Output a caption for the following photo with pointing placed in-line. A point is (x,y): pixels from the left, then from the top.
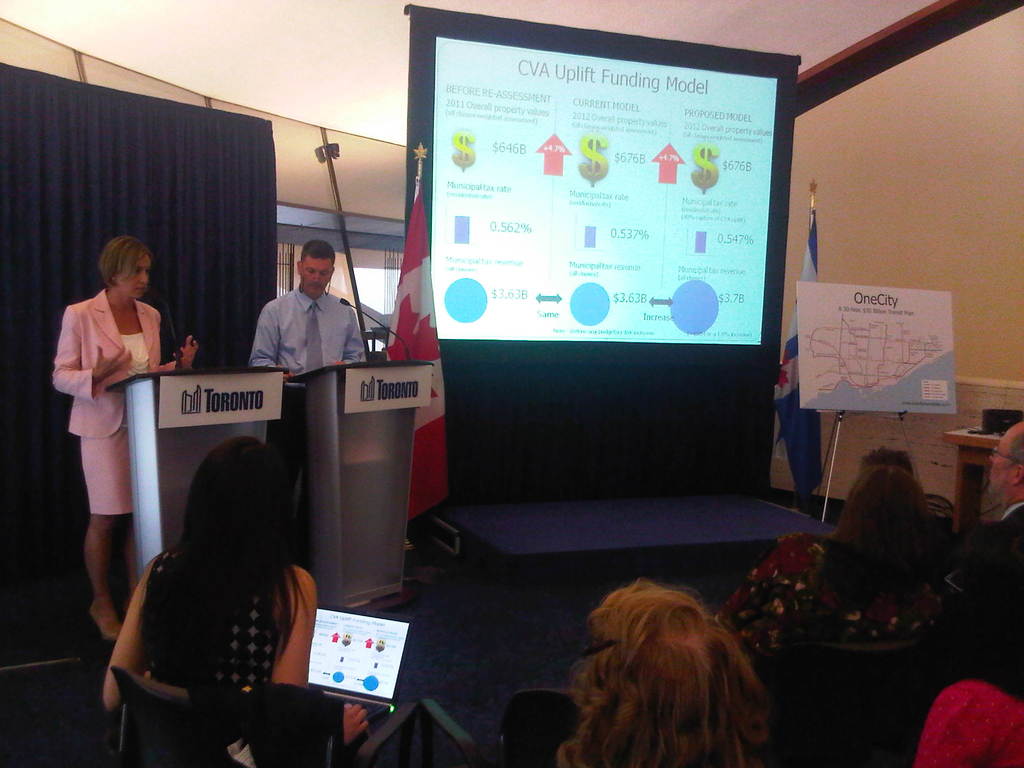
In this image I can see number of people (266,518) where in the front (246,724) I can see few are sitting on chairs (792,743) and on the left side (135,268) I can see two of them are standing. I can also see a laptop (377,710) in the front (343,614) and on the left side (144,380) I can see two podiums (191,415) and on it I can see few mics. In the background (438,313) I can see a screen (740,78), few flags (417,421), a board (841,306) and a curtain (265,138).
